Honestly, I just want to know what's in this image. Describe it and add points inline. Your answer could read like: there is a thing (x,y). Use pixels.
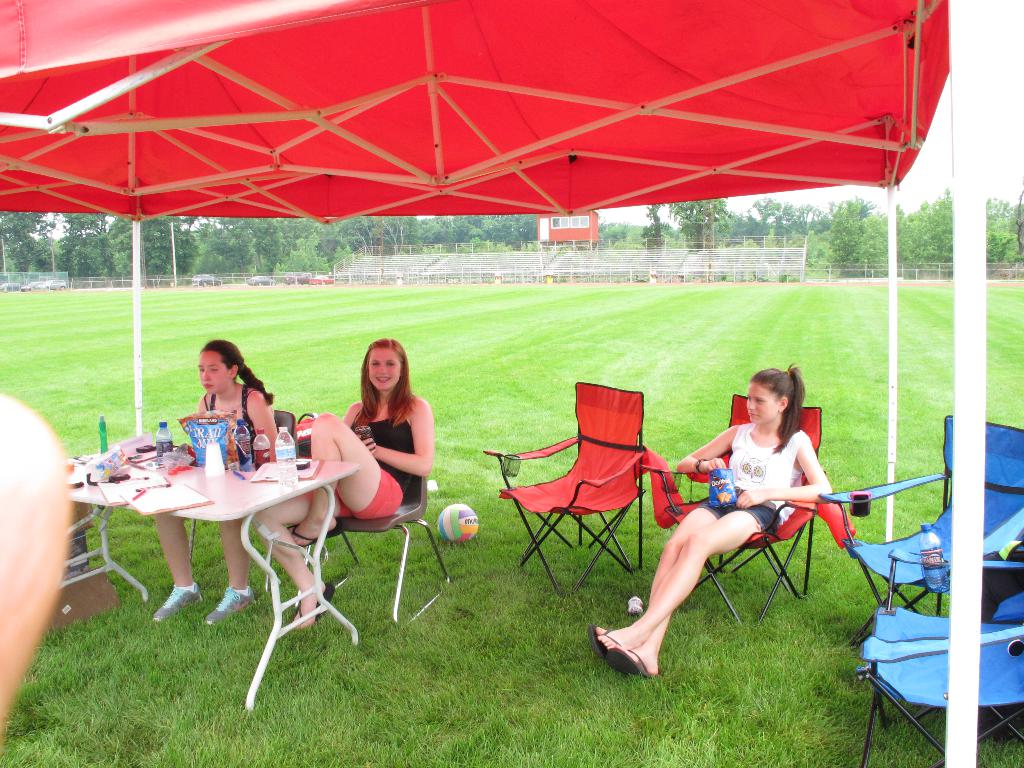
This is a picture taken in the outdoors. It is sunny. there are three people (741,460) sitting on a chair (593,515). The woman (734,472) in white t shirt (749,476) holding a snacks packet (717,487) and the other two (333,448) are sitting in front of the people (256,420) there is a table (230,492) on the table (221,490) there is a bottles (287,460), paper (169,499) and pen (134,496). They are sitting on a grass (492,631) on the grass (545,657) there is a ball (473,531). On top of them there is tent (333,79) in red color. Background of this people (761,469) is trees (811,247).
